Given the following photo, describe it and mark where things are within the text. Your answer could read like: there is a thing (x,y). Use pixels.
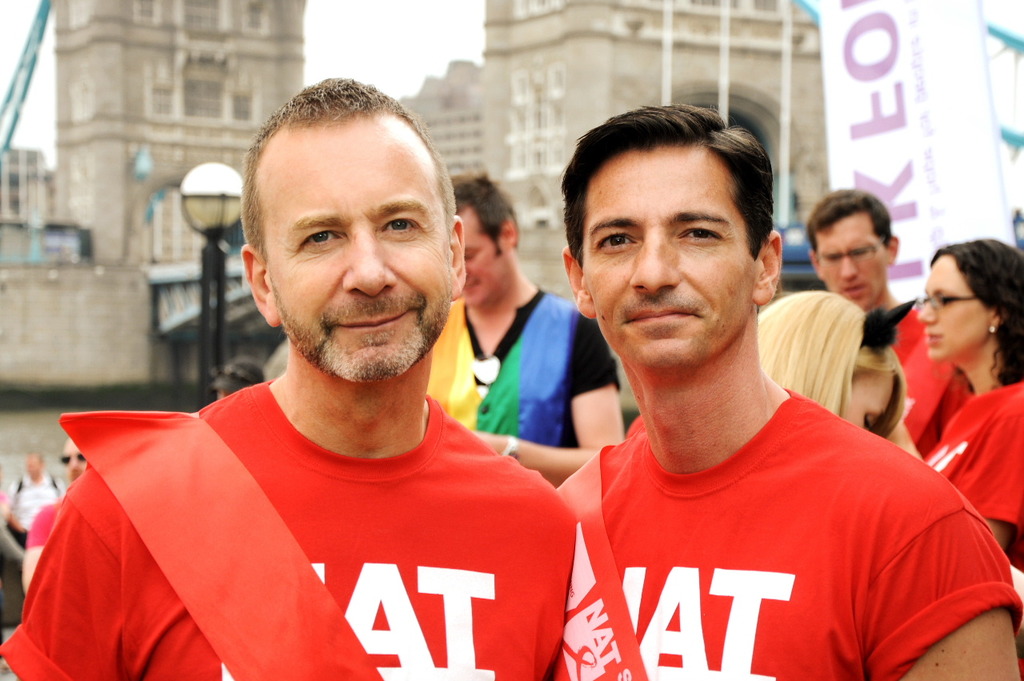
In the center of the image (661,388) there are two persons (555,652) wearing red color t-shirt (949,617). In the background of the image (149,162) there are buildings (102,155).
